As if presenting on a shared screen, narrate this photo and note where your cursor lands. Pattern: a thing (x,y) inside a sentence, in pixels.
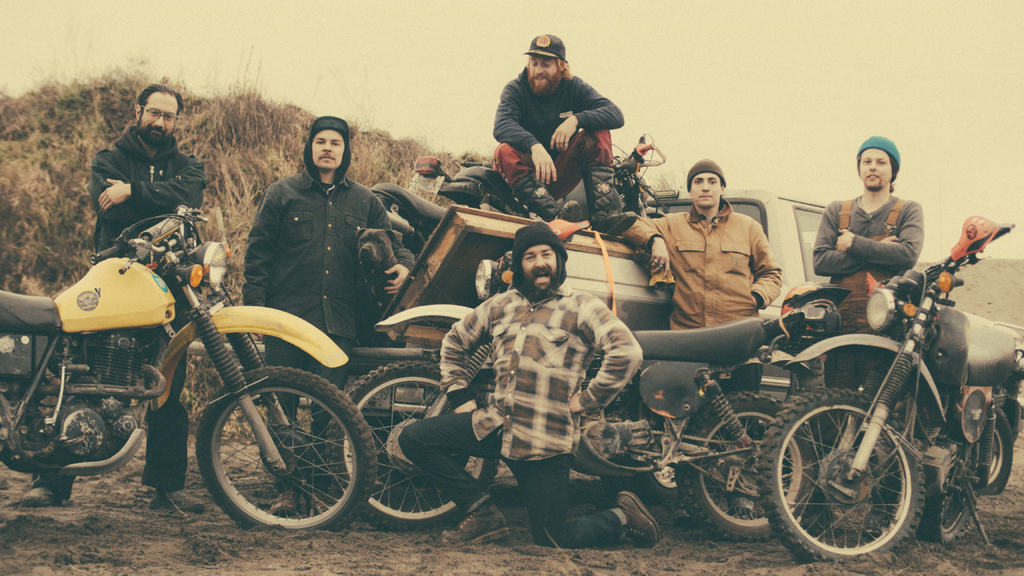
In this picture there are few men (845,248). The man (600,135) in the center (589,208) is sitting on the truck (605,283). There are motorbikes (232,372) and a van (632,288). In the background (294,168) there are bushes (247,158) and sky (372,47).
